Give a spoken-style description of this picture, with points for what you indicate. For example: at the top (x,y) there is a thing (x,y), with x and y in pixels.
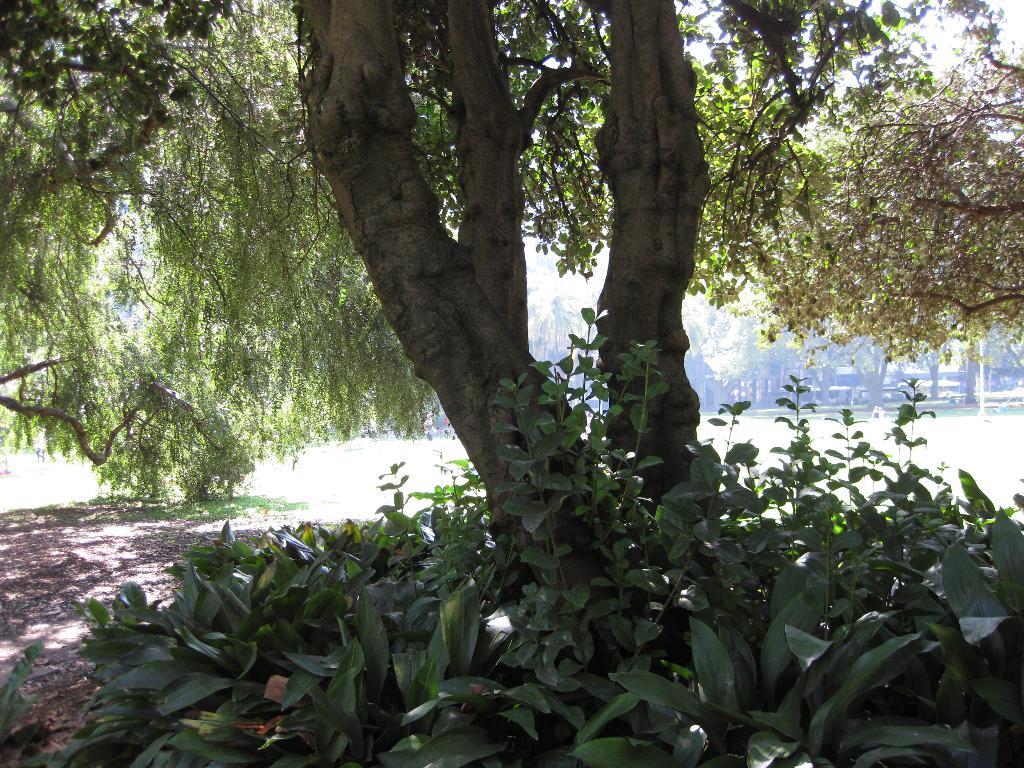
At the bottom of the image (325,664) there are small plants (515,626) with leaves (618,547). In between them there is a tree (454,163). In the background (281,153) there are trees (375,432).
